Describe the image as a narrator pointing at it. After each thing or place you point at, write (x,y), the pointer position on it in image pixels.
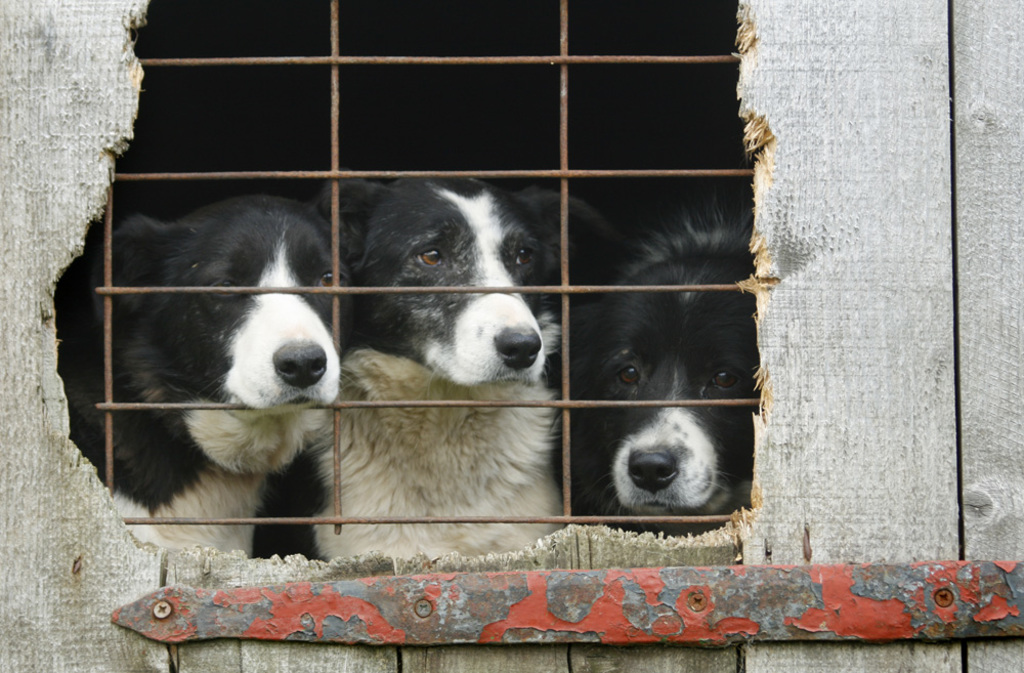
At the bottom (647,609) there is a metal item (627,613) on the wooden door (869,22) and it is broken and there are three dogs (367,191) at the welded mesh wire (420,290).
